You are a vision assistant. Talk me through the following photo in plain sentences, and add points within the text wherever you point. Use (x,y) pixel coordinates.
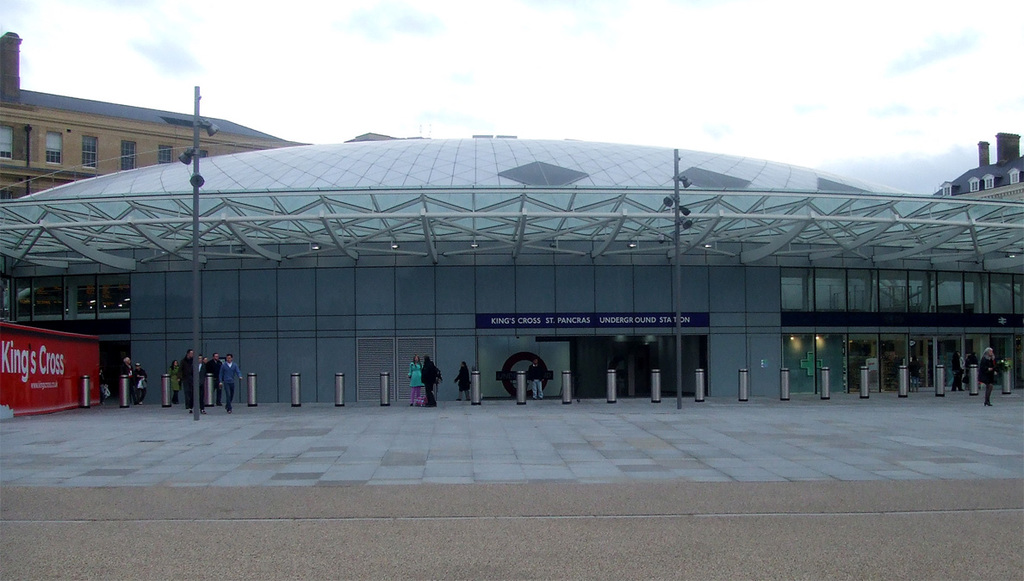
In this image we can see persons (963,370), pole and buildings (437,264). In the background (497,78) we can see buildings (26,151), sky (839,82) and clouds (417,39).
